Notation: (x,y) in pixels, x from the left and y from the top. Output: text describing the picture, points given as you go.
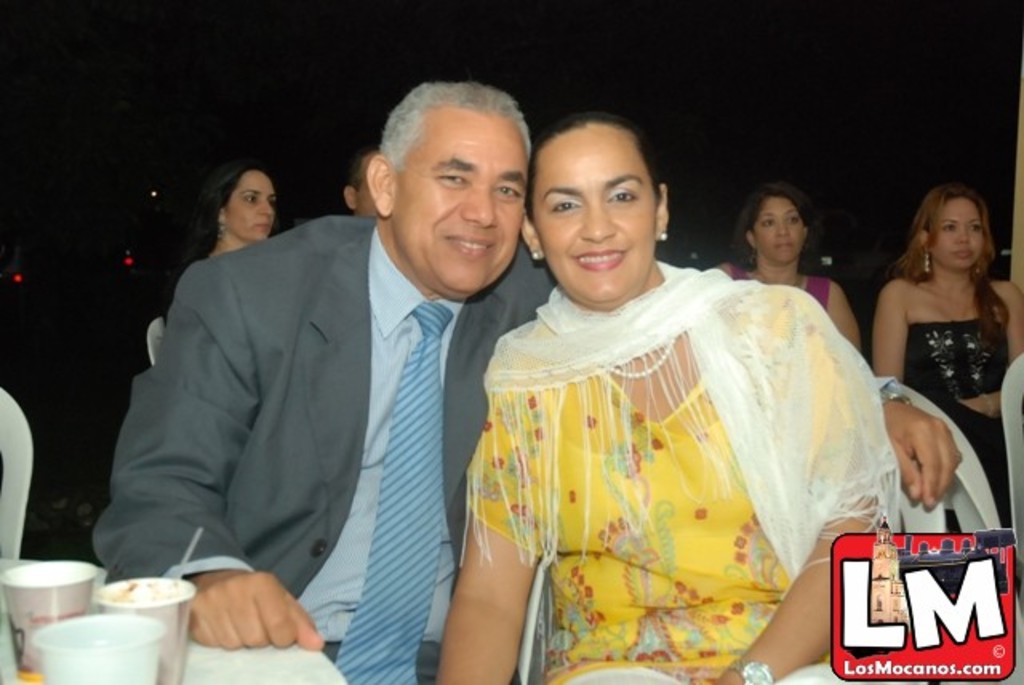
In this picture there is a man (265,382) and a woman (794,525) those who are sitting in the center of the image (426,284) and there is a table (185,681) in the bottom left side of the image (92,630) on which, there are glasses (32,653) and there are other people (1009,316) in the background area of the image (799,225).
